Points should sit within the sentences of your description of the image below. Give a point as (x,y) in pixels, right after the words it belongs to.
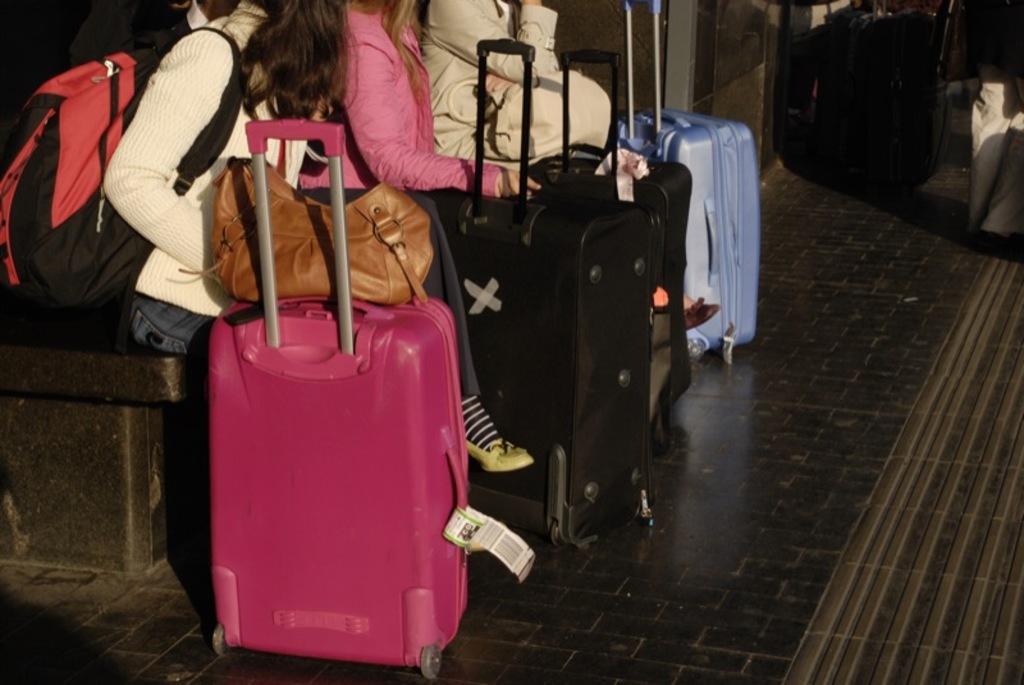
In the middle of the image (486,321) there are some luggage bags (667,301). Top right side of the image (999,2) there is a man (979,18) standing. Bottom left side of the image (3,500) there is a bench (32,324). Top left side of the image (258,95) three persons (290,26) are sitting on the bench (58,331).
